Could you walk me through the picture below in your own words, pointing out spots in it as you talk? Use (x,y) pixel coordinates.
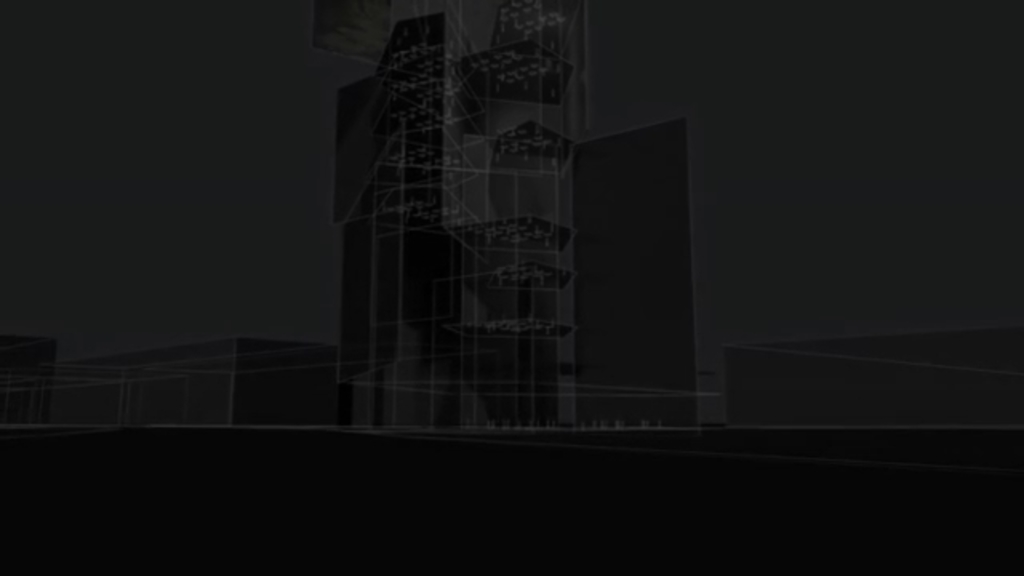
In this image we can see buildings (511,328) with graphical effect. And the image is looking dark.
